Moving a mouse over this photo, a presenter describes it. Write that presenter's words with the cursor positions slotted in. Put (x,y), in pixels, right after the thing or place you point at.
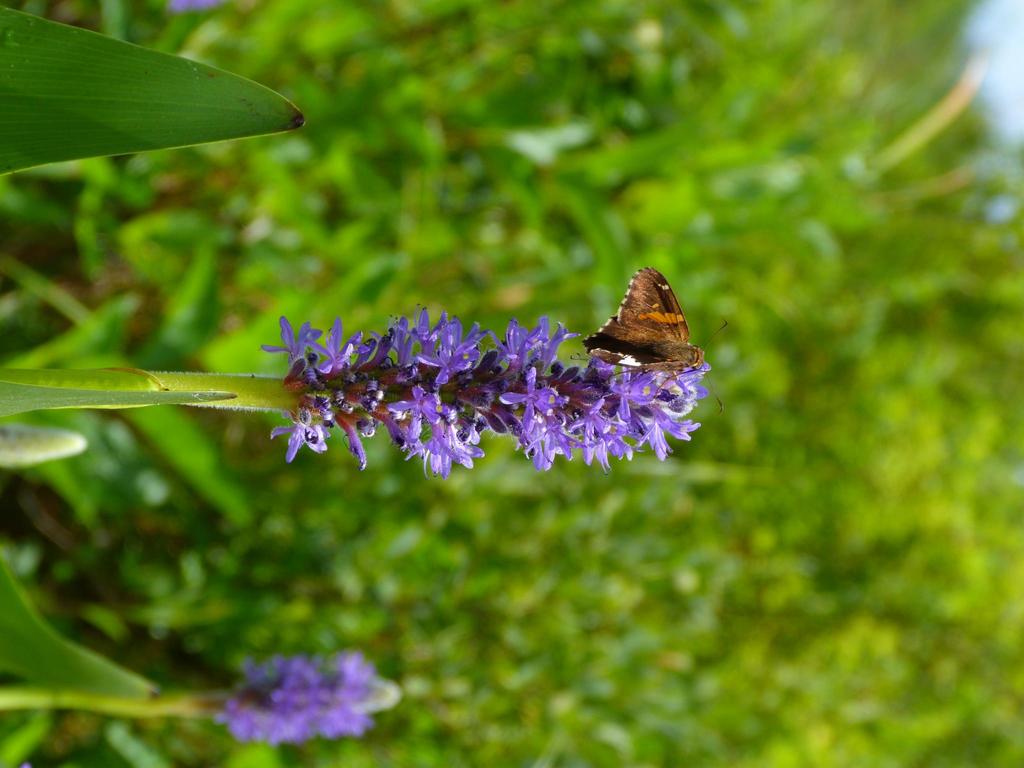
In the image we can see the purple color flower (447,405) and this is a stem (181,395) of the flower (295,371). There is even a butterfly (628,327) stick to the flower (627,378), these are the leaves (7,112) and the background (790,270) is blurred.
